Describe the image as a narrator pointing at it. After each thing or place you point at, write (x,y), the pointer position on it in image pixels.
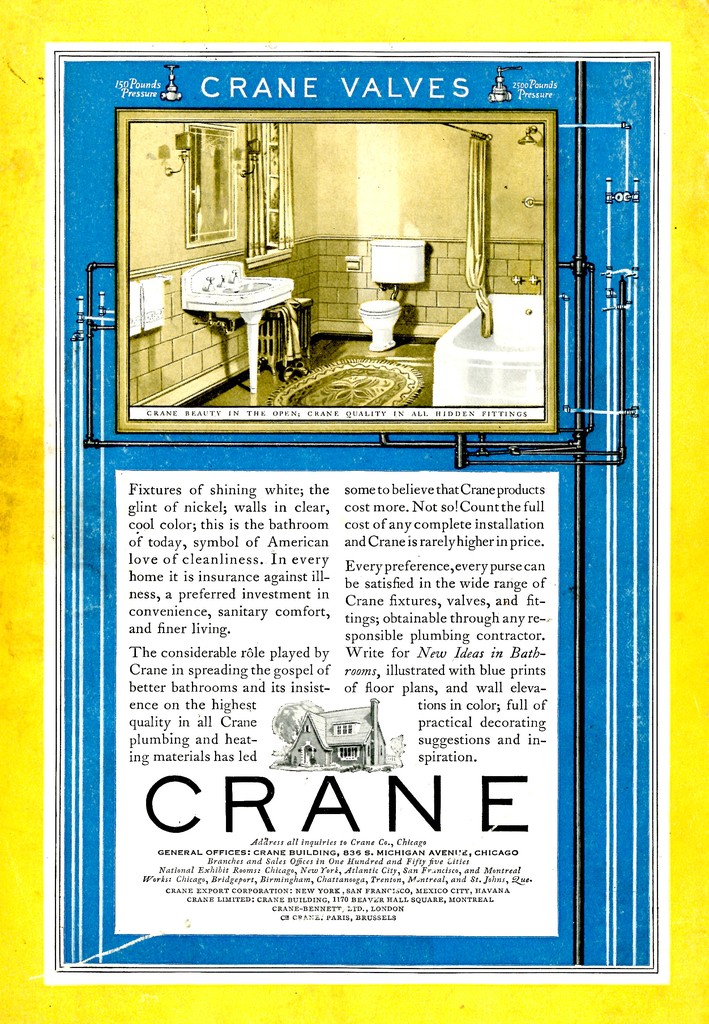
There is a poster (242,639) having, the image of a toilet room (345,197), a painting (328,730) black color text (152,576) and white color texts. And this poster (124,896) is having yellow color border (20,452).
